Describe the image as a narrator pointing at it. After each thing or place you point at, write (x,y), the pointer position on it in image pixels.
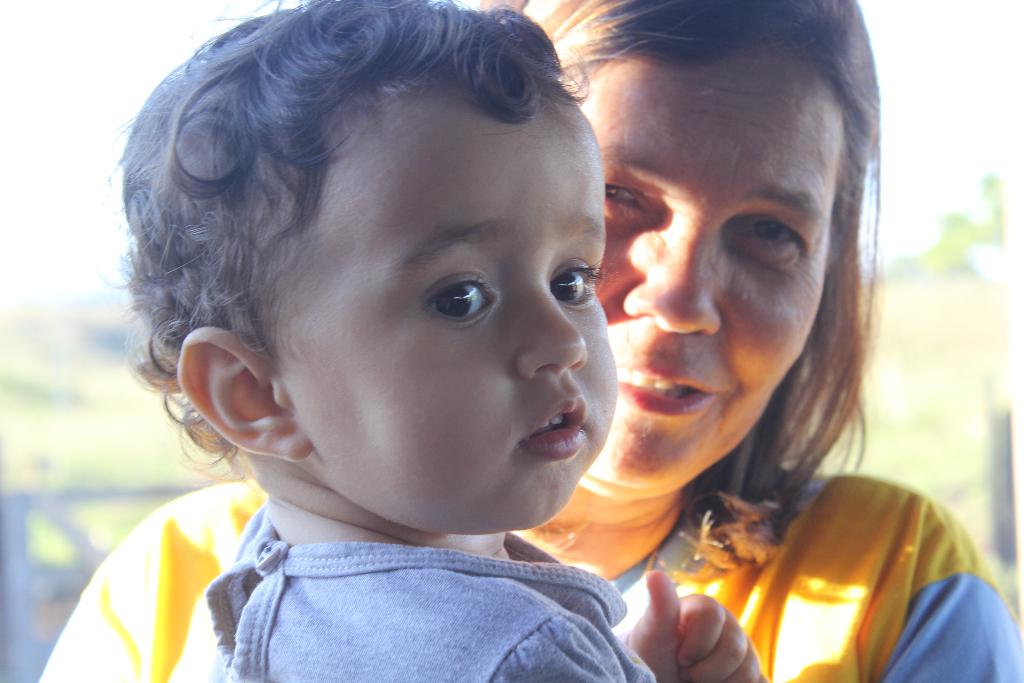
In this image there is a boy (538,309) and a person (705,286), and there is blur background (29,236).
